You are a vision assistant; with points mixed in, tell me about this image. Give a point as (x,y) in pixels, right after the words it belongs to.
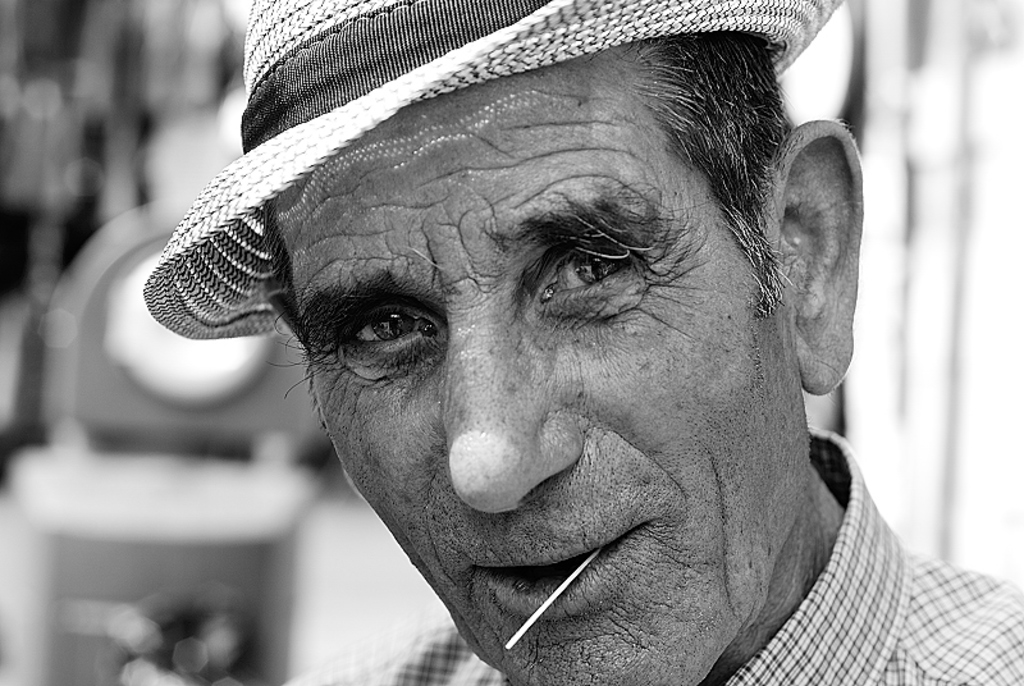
In this picture we can see man (640,625), hat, stick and in the background (76,509) it is blurry.
